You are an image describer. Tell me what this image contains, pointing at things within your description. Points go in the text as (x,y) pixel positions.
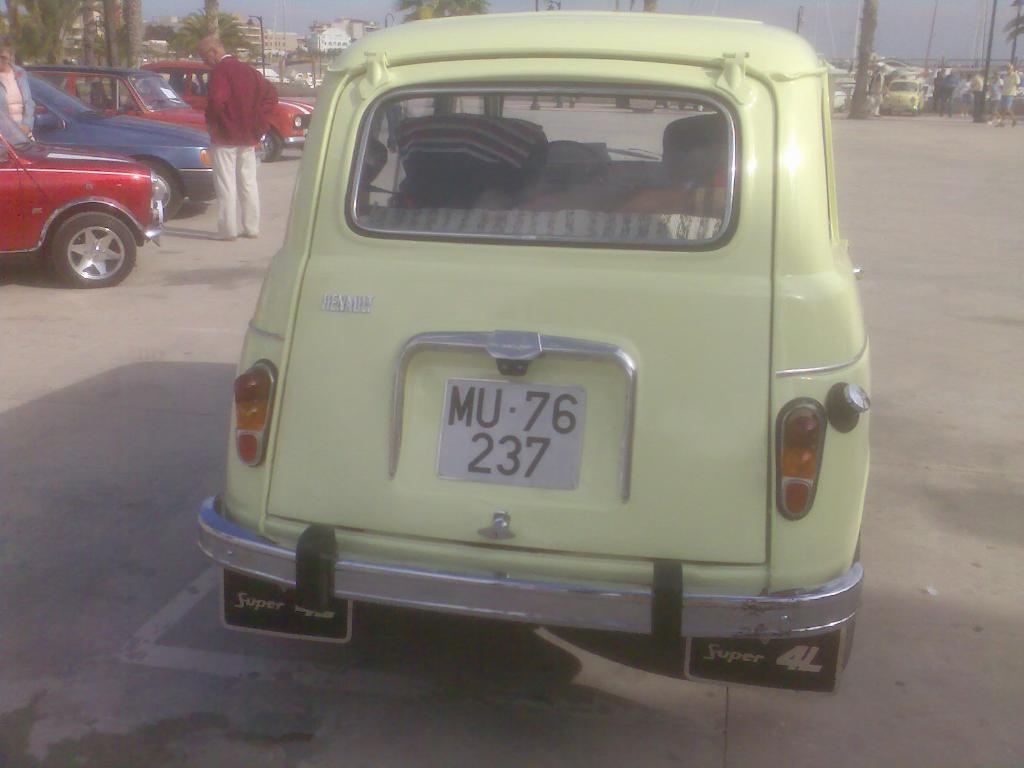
In this image we can see a vehicle (423,554) on the road (983,318). In the background (65,135) there are vehicles (81,142), few persons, trees (425,13), poles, objects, buildings (165,40) and the sky (986,48).
